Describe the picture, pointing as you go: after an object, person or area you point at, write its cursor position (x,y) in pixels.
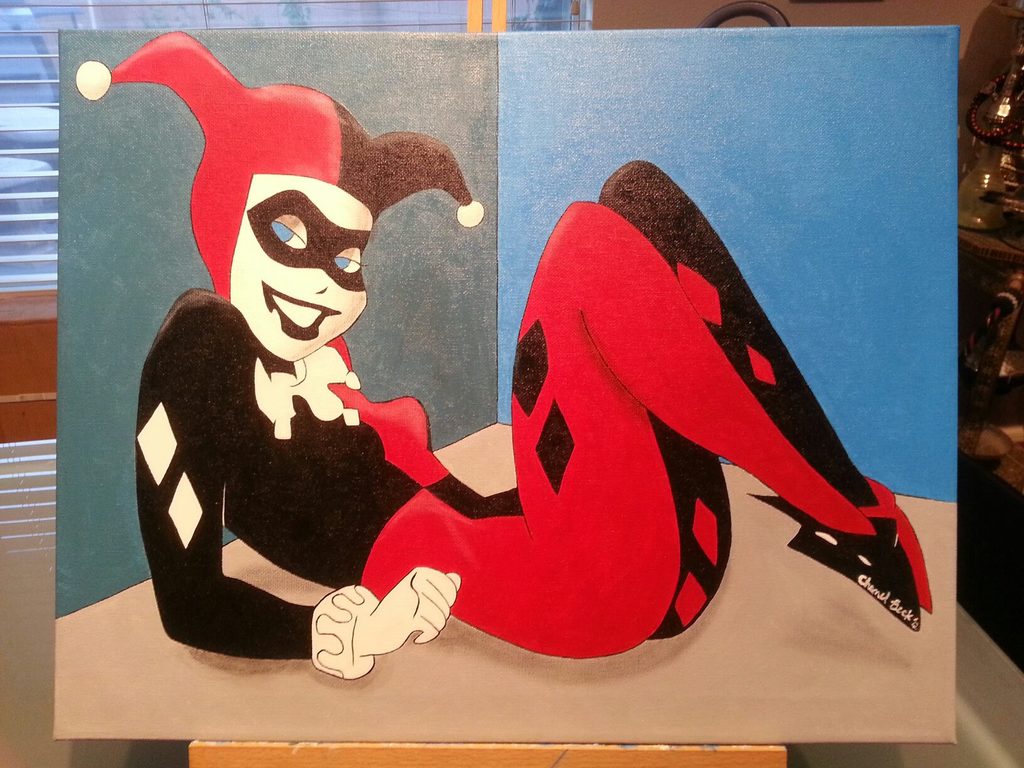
In this image we can see a cartoon painting (650,537) on the board (504,189). We can see some objects (970,175) on the right side of the image (995,108). It seems like a window (7,13) in the background (43,247).
